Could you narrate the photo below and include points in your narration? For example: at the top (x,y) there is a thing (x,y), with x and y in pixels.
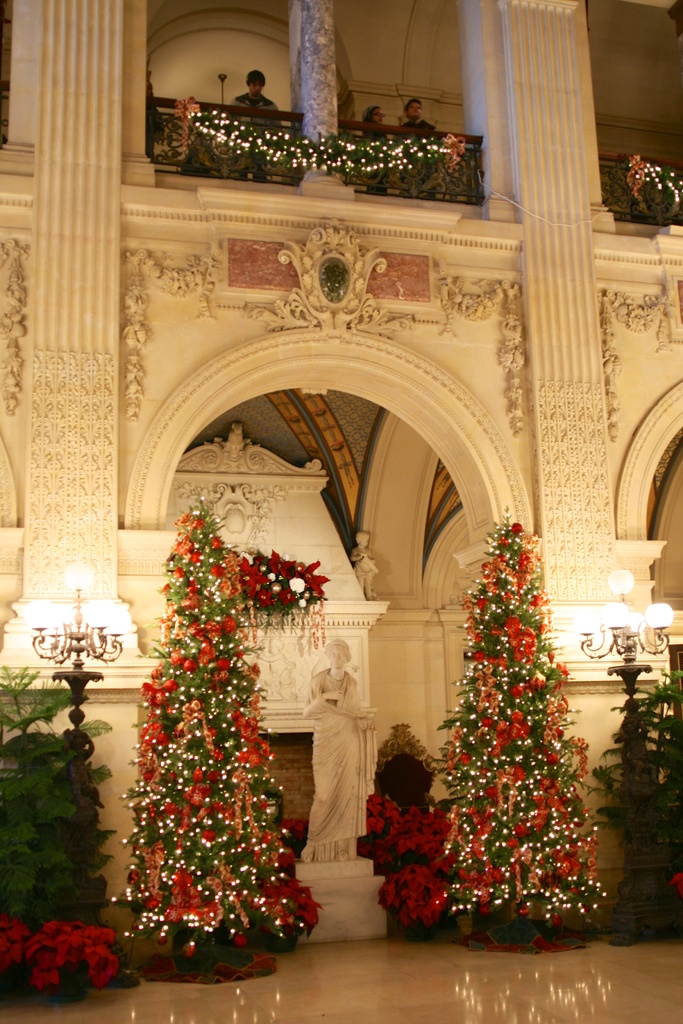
In this image we can see the building (363,456) and there are Christmas trees (245,753) with lights (468,796) and we can see there are flowers (111,964), plants (37,857) and lights (632,650). And at the top (252,98) there are people (374,115) standing and we can see the railing (471,164) with lights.
